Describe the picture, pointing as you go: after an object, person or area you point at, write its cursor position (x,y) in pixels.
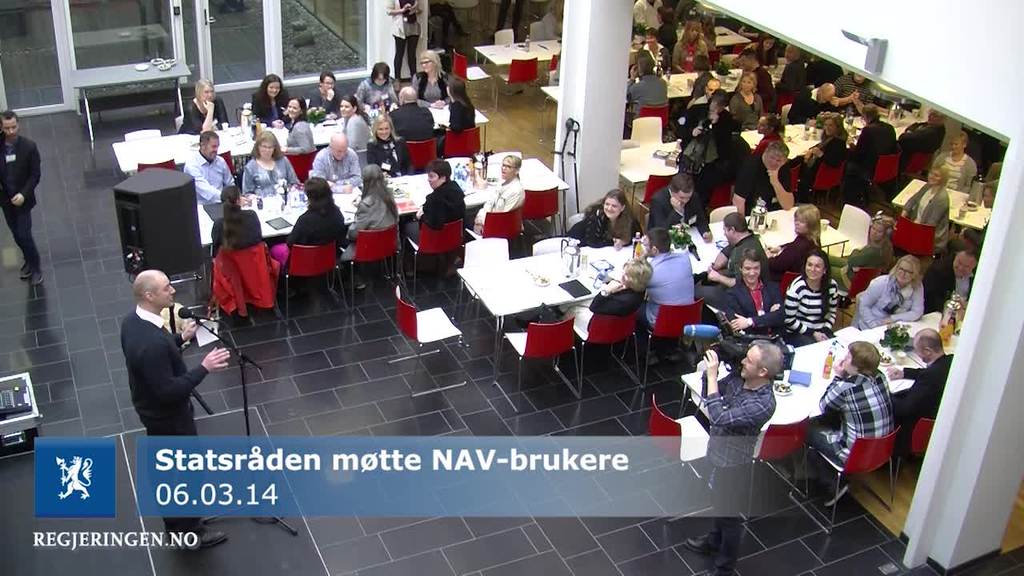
In this image I can see a crowd (482,220) is sitting on the chairs (488,254) in front of a table (498,277) on which I can see bottles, laptops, flower vases (890,340) and so on. In the foreground (173,363) I can see a person (159,362) is standing in front of a mike (248,414) and a text (274,470). At the top (216,18) I can see doors (218,36), pillars (612,69) and a table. This image is taken may be in a hall (414,217).
